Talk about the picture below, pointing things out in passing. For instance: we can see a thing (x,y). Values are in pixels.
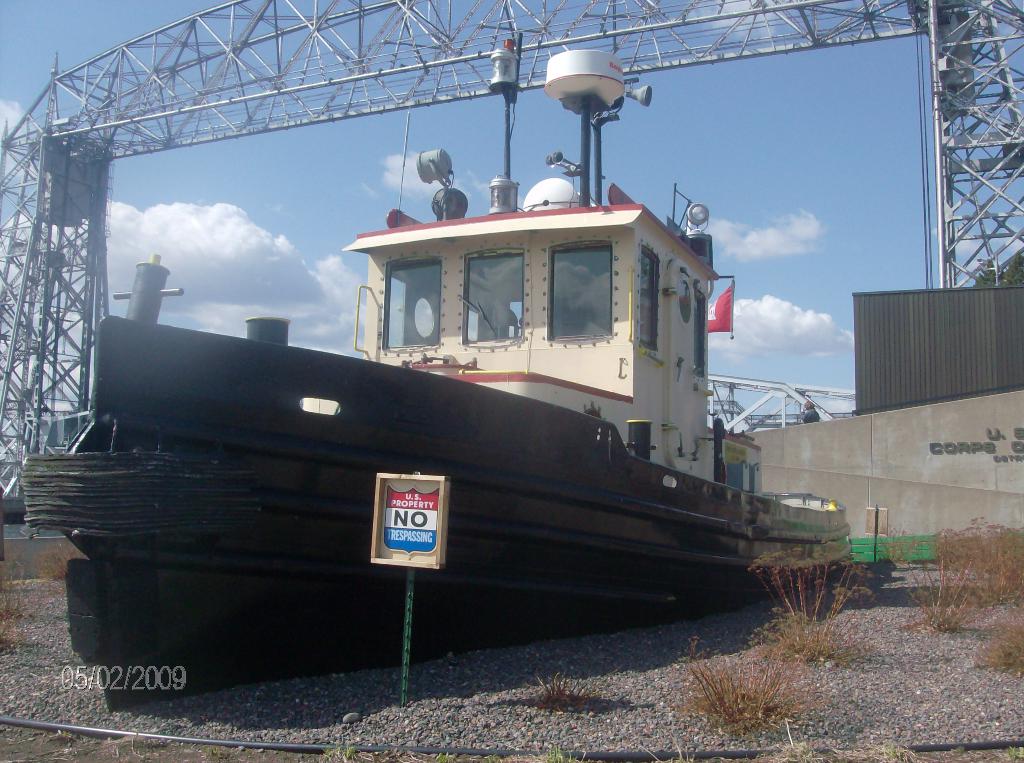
In this image we can see a boat (574,407), plants (803,616), stones (617,705), board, wall (872,447), and an arch (103,202). In the background (153,159) there is sky (356,145) with clouds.
